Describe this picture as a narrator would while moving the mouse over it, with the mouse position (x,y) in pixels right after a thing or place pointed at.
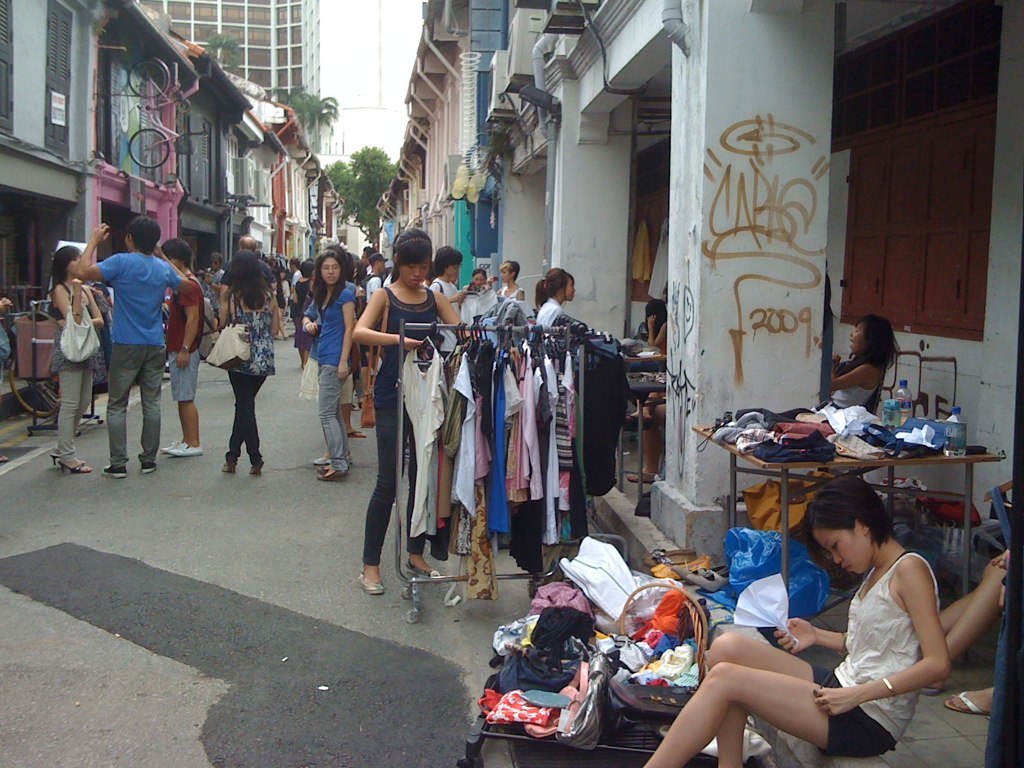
In the foreground of this picture (219,700), there are persons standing on the street (454,705). On the right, there are persons (862,332) standing and few are sitting and also there are clothes (557,460) hanging to the hangers (458,339) and few chappals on the side path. On the left (30,331), there are persons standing and cloth (41,318) to the hangers (39,299). In the background (248,143), there are trees (377,198) and the buildings (295,48).
